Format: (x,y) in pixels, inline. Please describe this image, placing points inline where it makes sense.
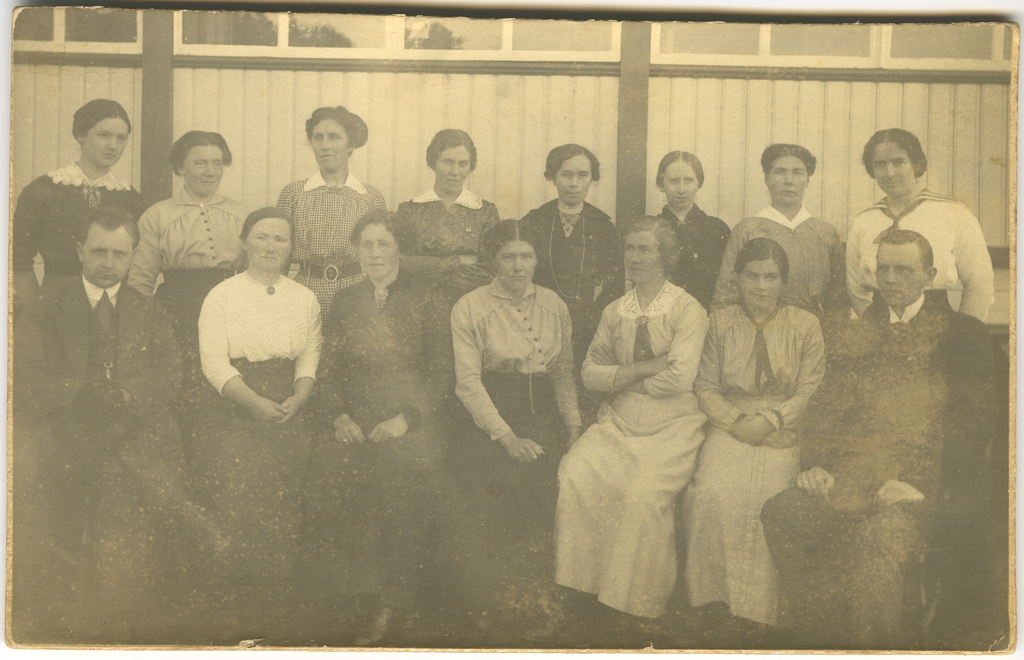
In this image I can see the photo (236,580). In the photo (573,510) I can see the group of people (202,351) with dresses (519,319). In the background (396,155) i can see the building (494,175). And this is an old photo.
